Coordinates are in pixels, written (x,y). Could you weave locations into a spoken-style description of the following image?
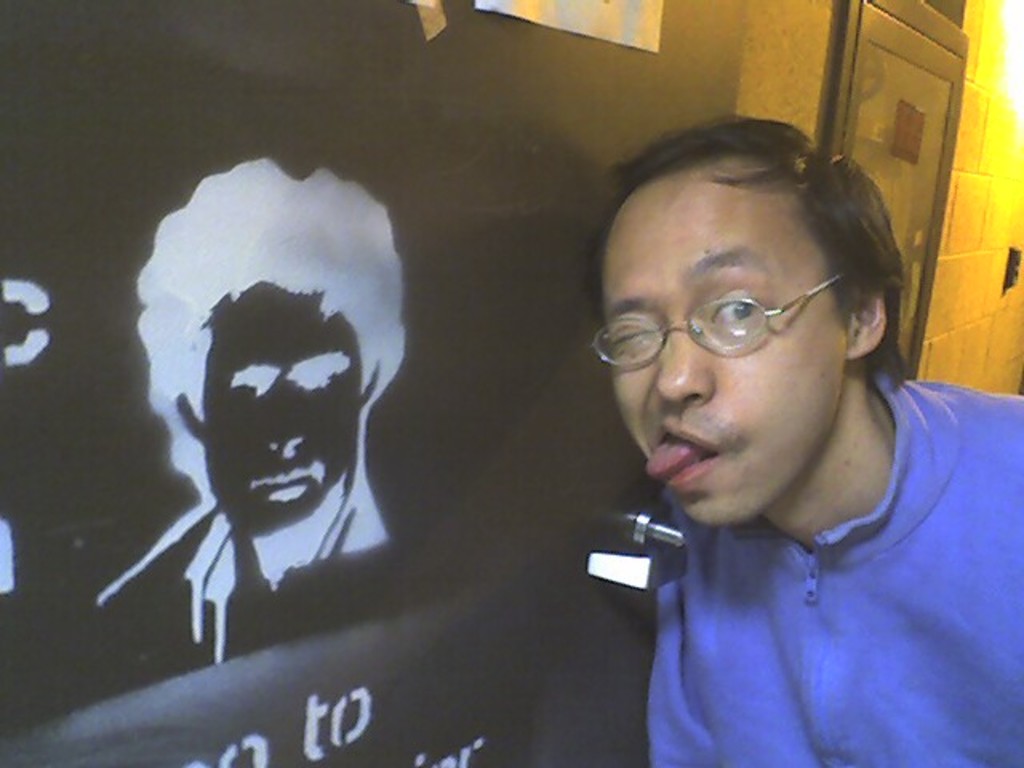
In a given image i can see a person (636,402) and behind him i can see a object (306,217) with some text (25,306).
